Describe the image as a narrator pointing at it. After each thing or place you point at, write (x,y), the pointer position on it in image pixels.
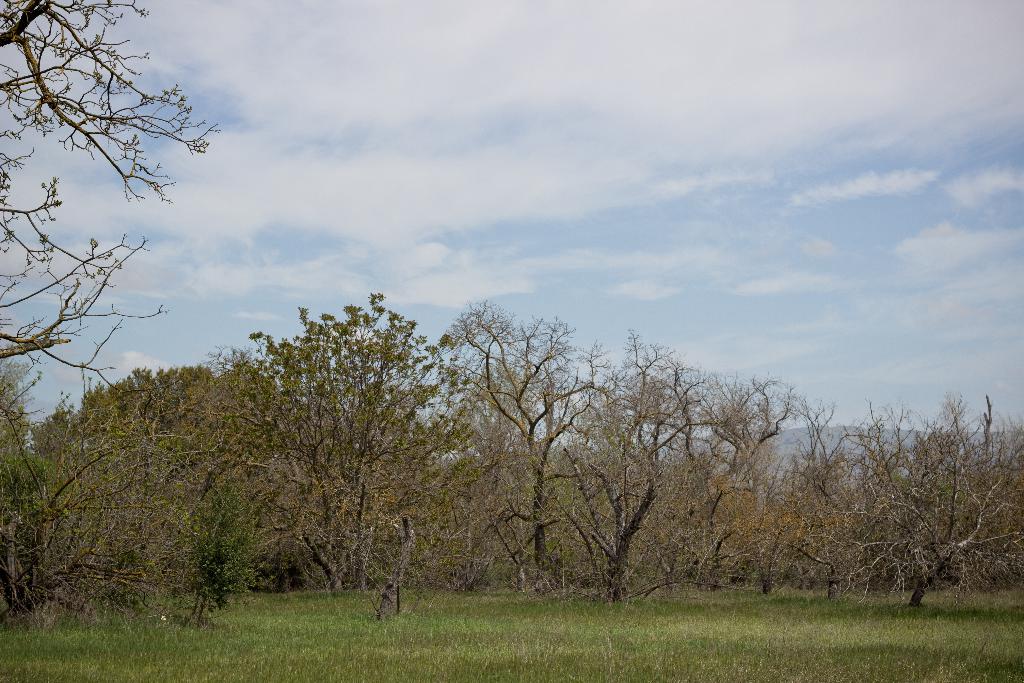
At the bottom of the image (153,628) there is grass (523,630) on the ground (191,629). And also there are many trees (593,515). At the top of the image (582,116) there is a sky (851,222) with clouds (939,136).
